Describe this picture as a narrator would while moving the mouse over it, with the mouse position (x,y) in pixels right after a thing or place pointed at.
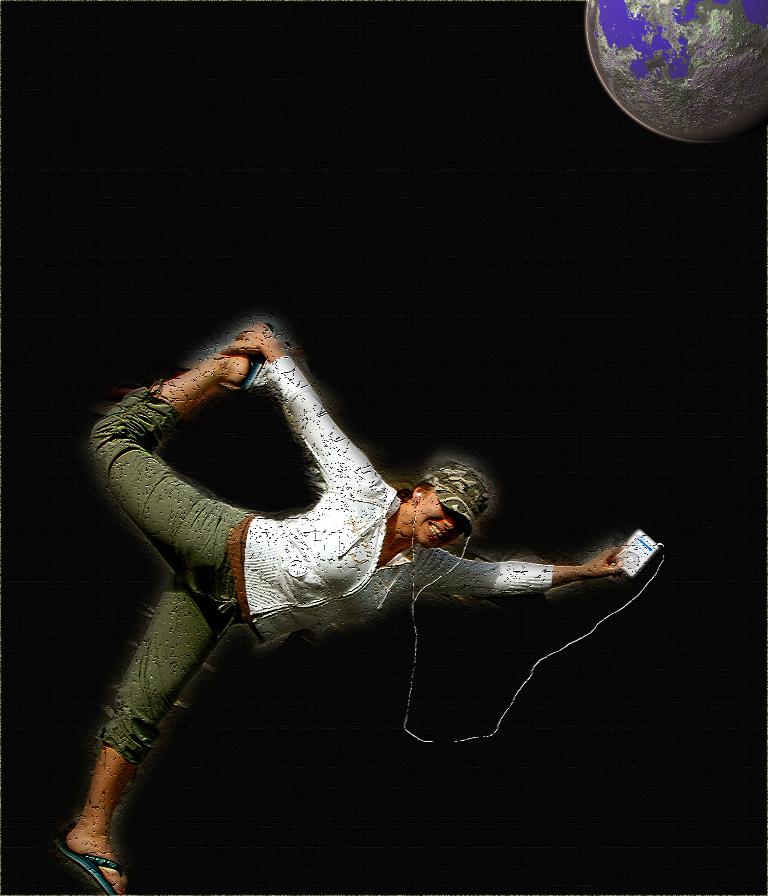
This is an edited image. We can see a person (455,533) with headphones (413,541) is holding some object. We can also see the dark background (437,113). We can see the globe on the top right corner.
